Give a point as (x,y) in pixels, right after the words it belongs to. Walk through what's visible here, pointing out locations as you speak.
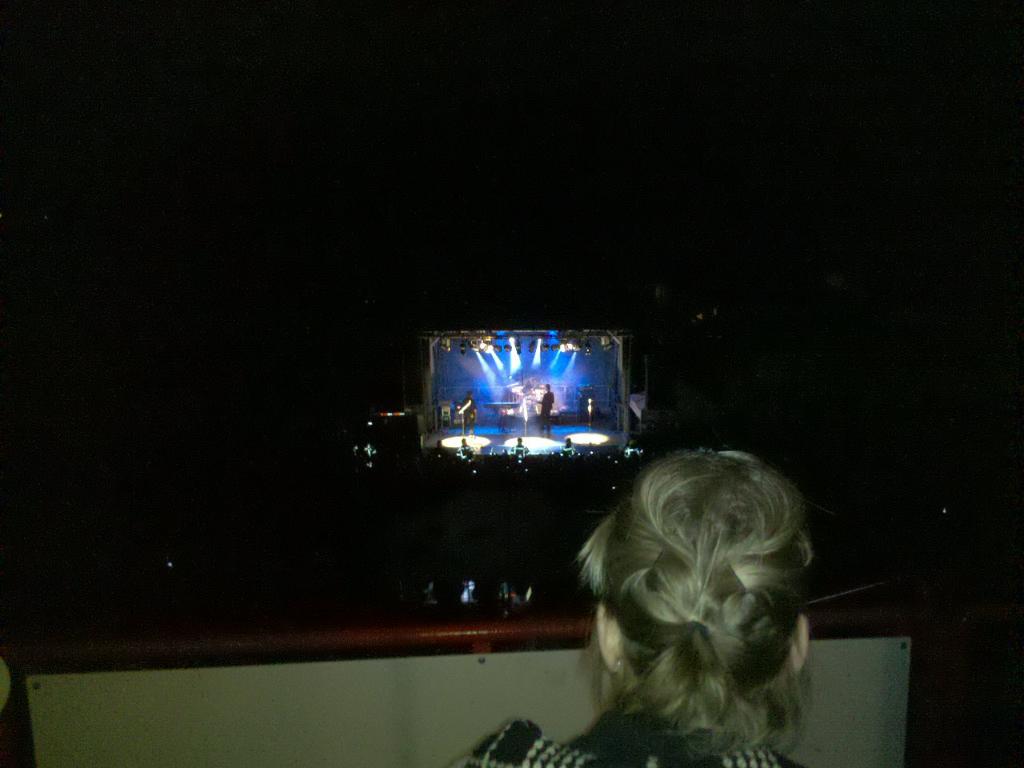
In this picture I can see the head (771,482) of a person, and in the background (625,382) there is a stage (501,386), there are two persons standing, there are focus lights (538,338), lighting truss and some other objects (534,410).
